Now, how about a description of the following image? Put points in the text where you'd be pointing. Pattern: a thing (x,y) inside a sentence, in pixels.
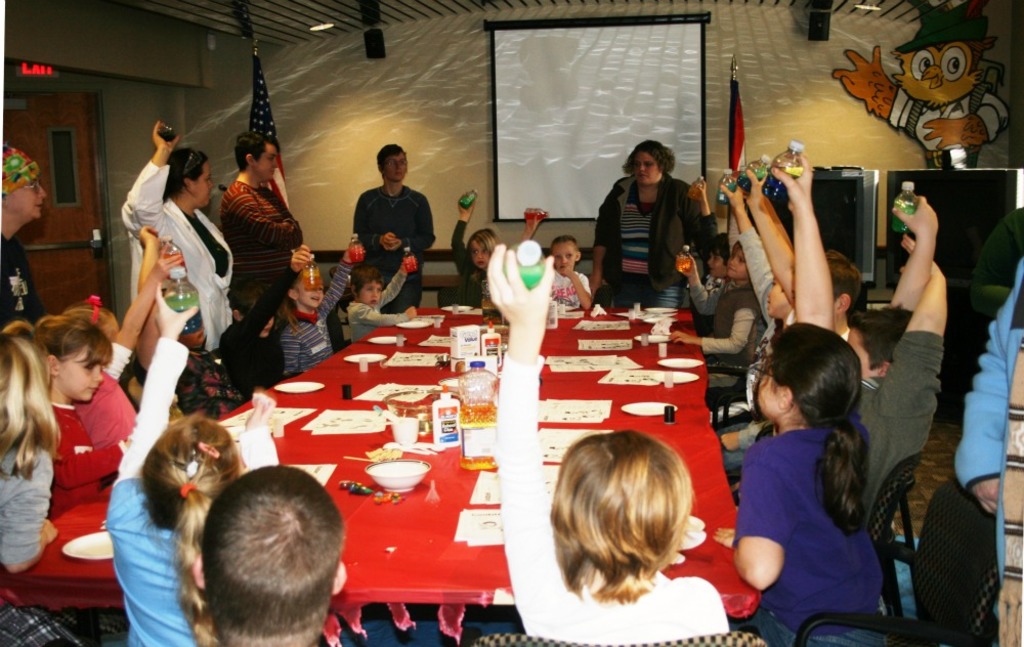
Here there are few kids (212,470) sitting on the chair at the table (403,345) and holding colorful bottles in their hands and also with them there are few men (369,220) and women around them. On the table (389,519) we can see papers (346,414), plates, glasses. In the background (840,88) there is a wall (792,119), posters (858,90), screen (553,50), TV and a flag (729,143).
